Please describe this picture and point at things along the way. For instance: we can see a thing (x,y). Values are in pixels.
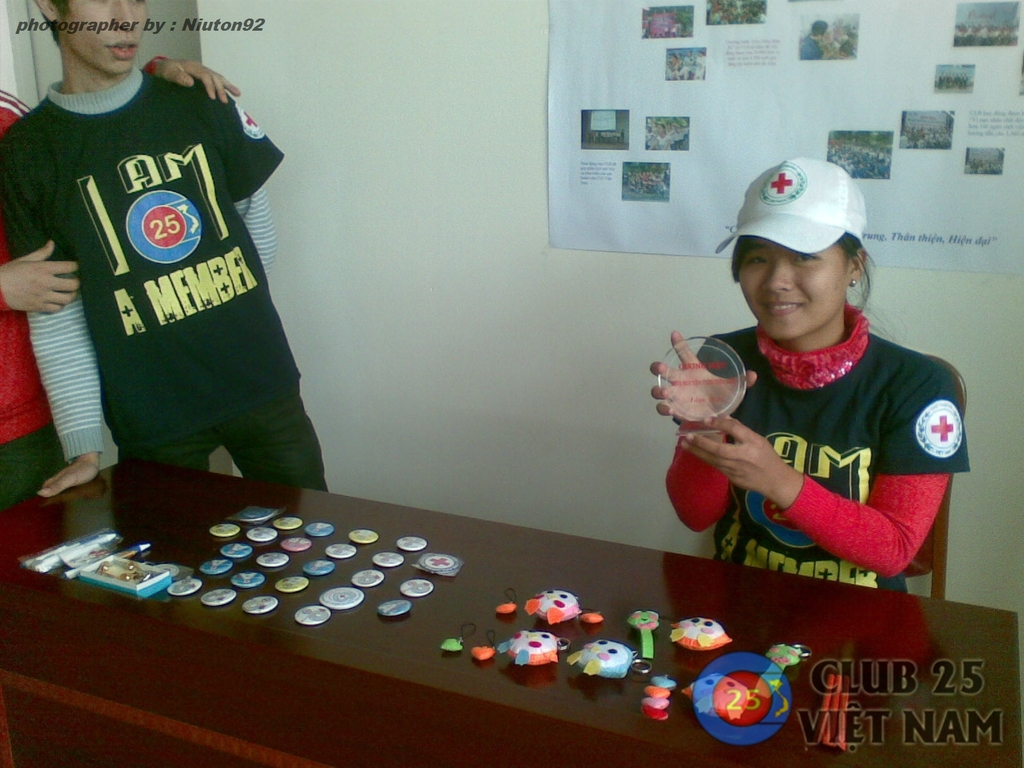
The image is inside the room (245,455). On right side (835,320) there is a woman (902,540) sitting on chair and holding a glass disc (685,397) on her hand (706,441) in front of a table (715,564), on table (663,551) we can see some toys (587,655) on left side (218,208) there are two men's (57,257) standing. In background (434,42) there is a chart (551,101) and a wall (401,250).
